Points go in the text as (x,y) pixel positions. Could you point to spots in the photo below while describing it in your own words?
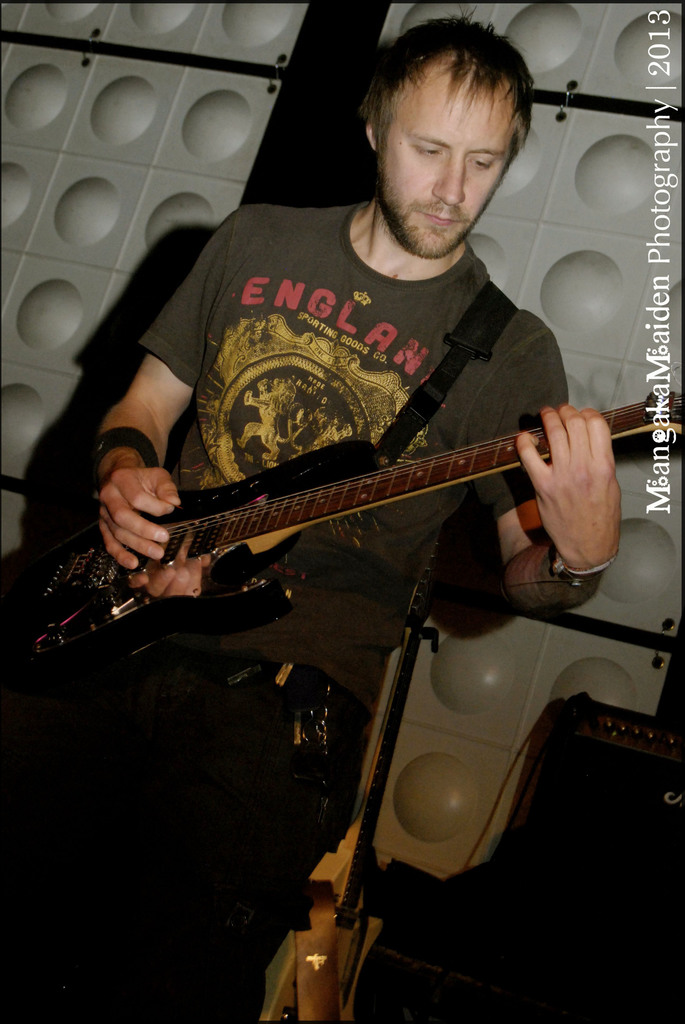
In this image there is a man (356,562) playing guitar (268,537), in the background (252,55) there is a wall (447,726) on the top right (658,304) there is some text (665,248).
